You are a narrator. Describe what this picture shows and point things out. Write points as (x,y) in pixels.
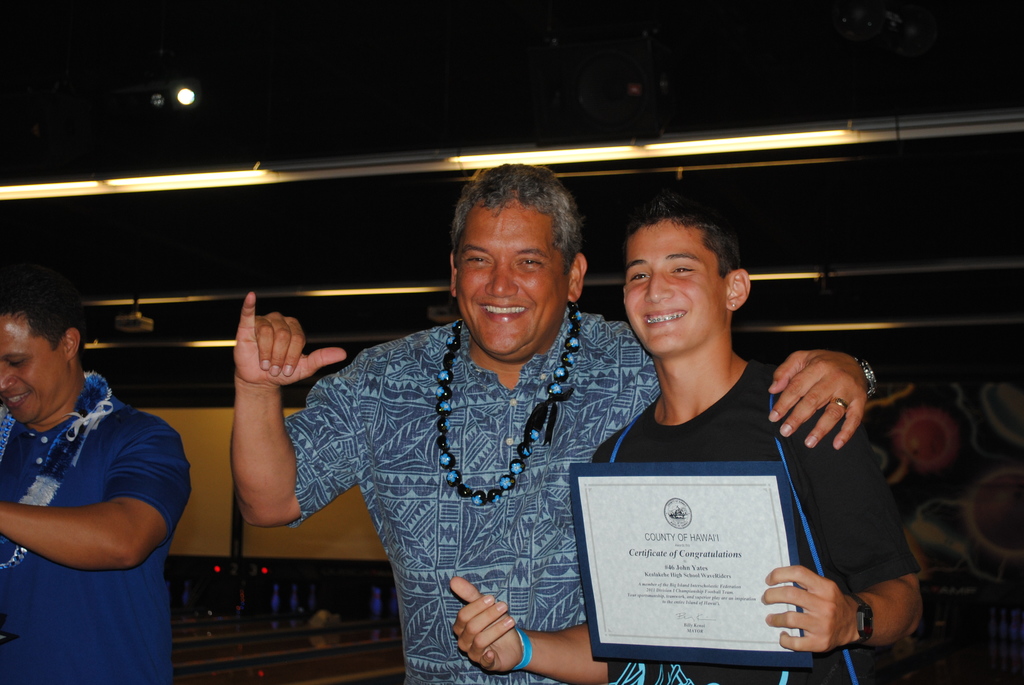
In this image I can see a person (461,490) wearing blue colored shirt (421,520) and another person (720,453) wearing black colored t shirt (759,436) are standing and I can see the person (821,542) is holding a board (741,574) in his hand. To the left side of the image (147,442) I can see another person (147,550) standing and smiling. In the background (177,175) I can see the metal railing (348,171), a light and the dark background (926,180).
